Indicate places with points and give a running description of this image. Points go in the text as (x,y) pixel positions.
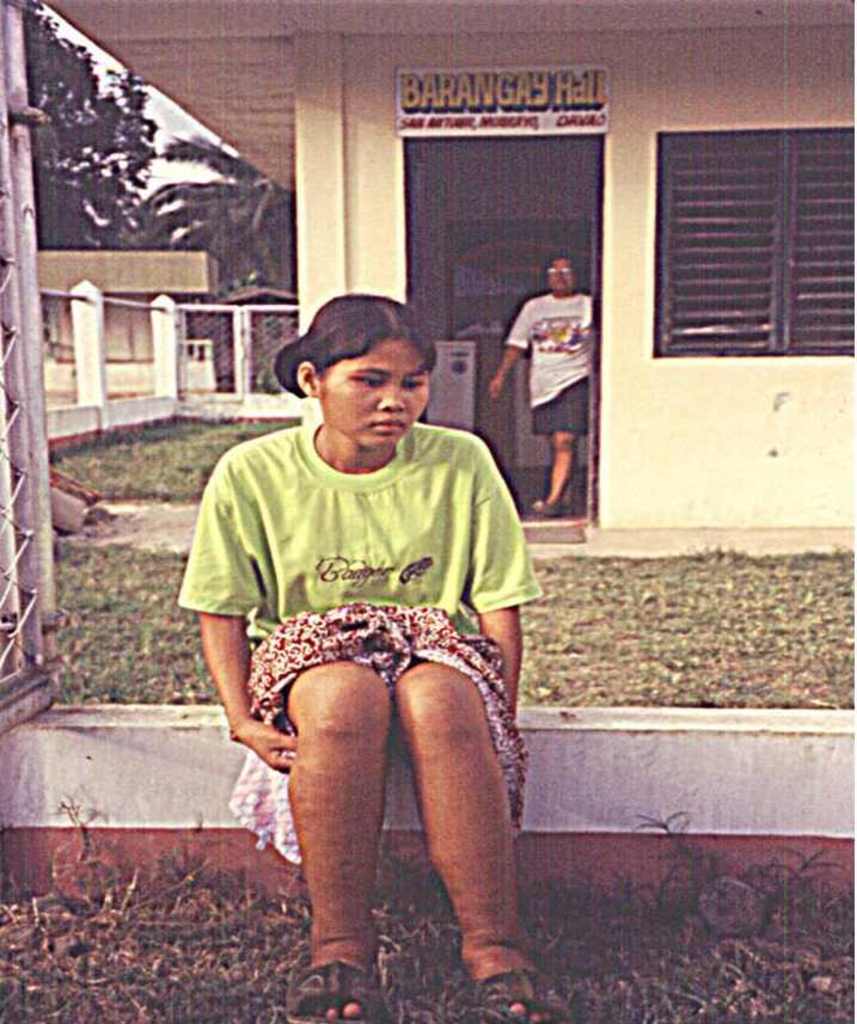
In this picture there is a woman (365,402) who is wearing t-shirt (399,549) and skirt (371,660). She is sitting on the wall (531,771). She is sitting besides the gate (17,177). On the background (537,341) we can see another woman (583,358) who is standing near to the door (590,282) and window (697,284). On the top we can see a board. On the left (228,347) we can see fencing (242,360). On the top left corner (166,208) we can see sky (171,135), clouds (156,121) and trees (74,135). On the right (776,501) there is a building (608,395).
